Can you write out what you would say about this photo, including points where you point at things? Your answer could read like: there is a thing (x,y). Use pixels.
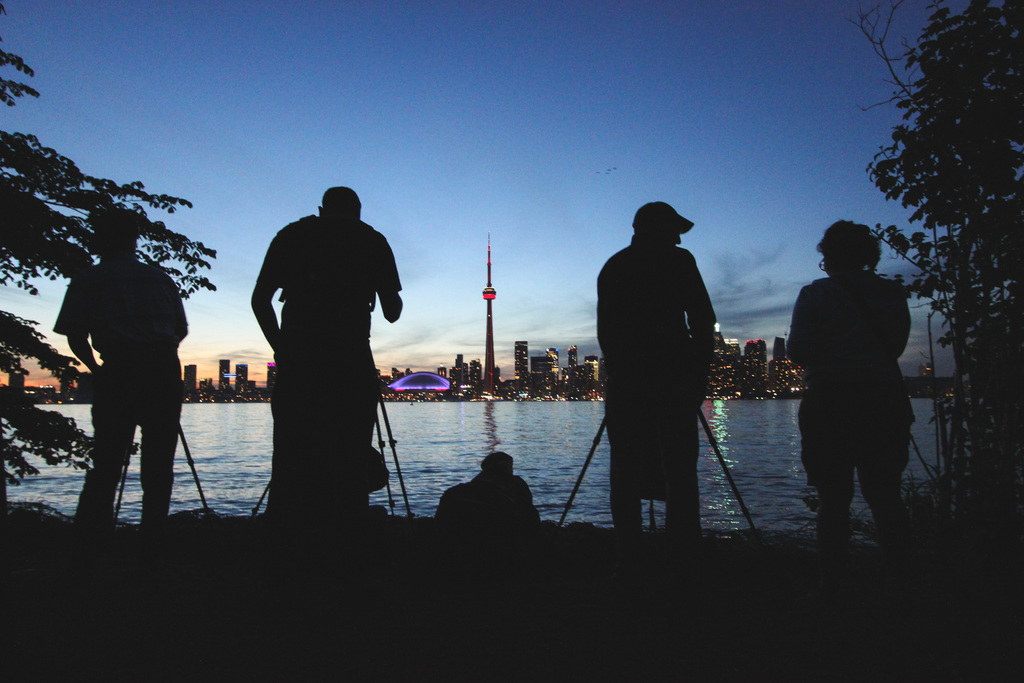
In the image there are few persons (653,308) standing with camera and tripod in front of them and in the back (520,347) there are many buildings (401,389) in front of lake (795,453) and above its sky (468,88).
